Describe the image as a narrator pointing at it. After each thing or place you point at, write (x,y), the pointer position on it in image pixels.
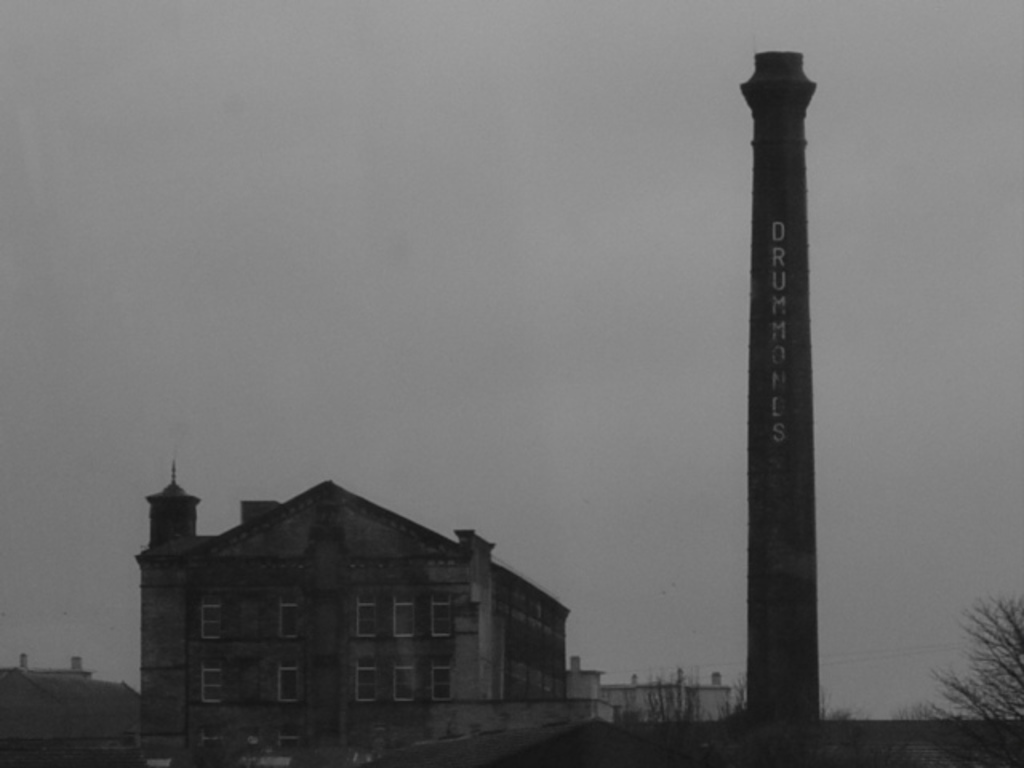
In this picture there are few buildings (203,682) and there is a tower (782,360) beside it and there is a tree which has no leaves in the right corner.
